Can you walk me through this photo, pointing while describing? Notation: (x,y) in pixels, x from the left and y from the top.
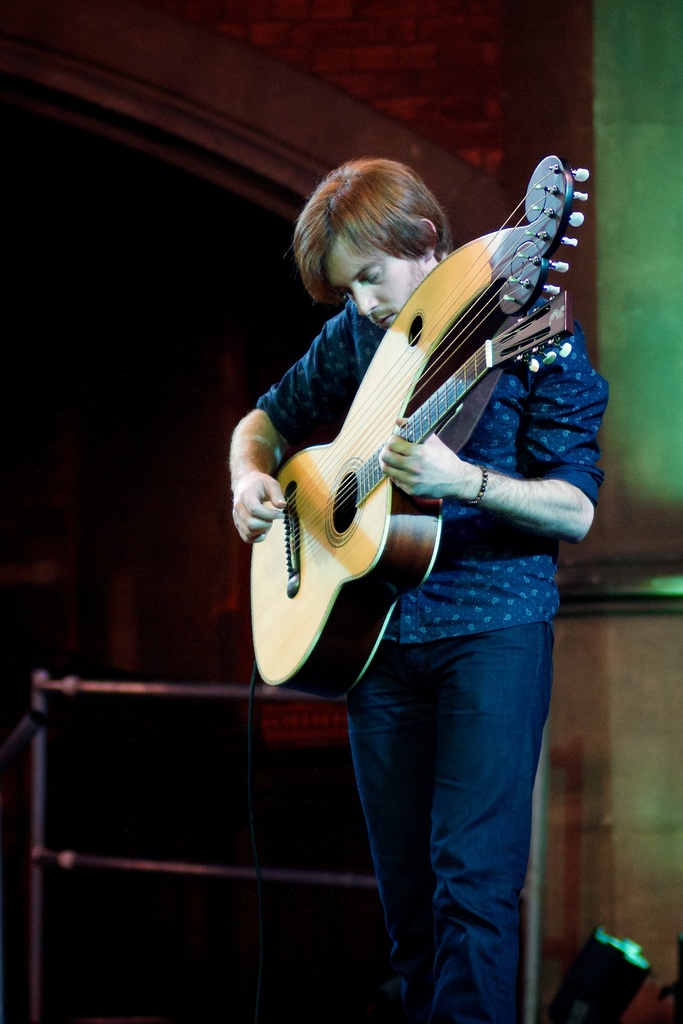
A man (387,654) is playing a guitar (490,266) he wears a blue color shirt (509,526) and a jeans (504,740) behind him there is a wall (486,65) and an iron fencing (162,685).
